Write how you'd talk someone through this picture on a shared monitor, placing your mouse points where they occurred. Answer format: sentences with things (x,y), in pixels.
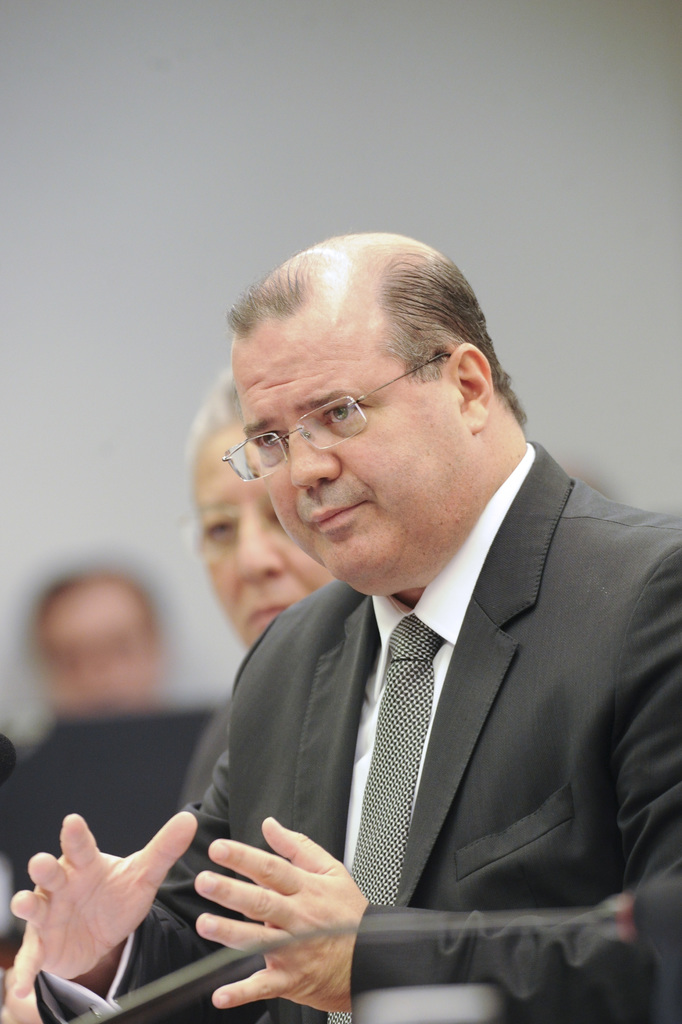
In this image we can see a man (379,654) wearing specs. At the bottom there is a mic (281,941). In the back (249,584) there are few people (245,574). And it is blurry in the background (405,204).
